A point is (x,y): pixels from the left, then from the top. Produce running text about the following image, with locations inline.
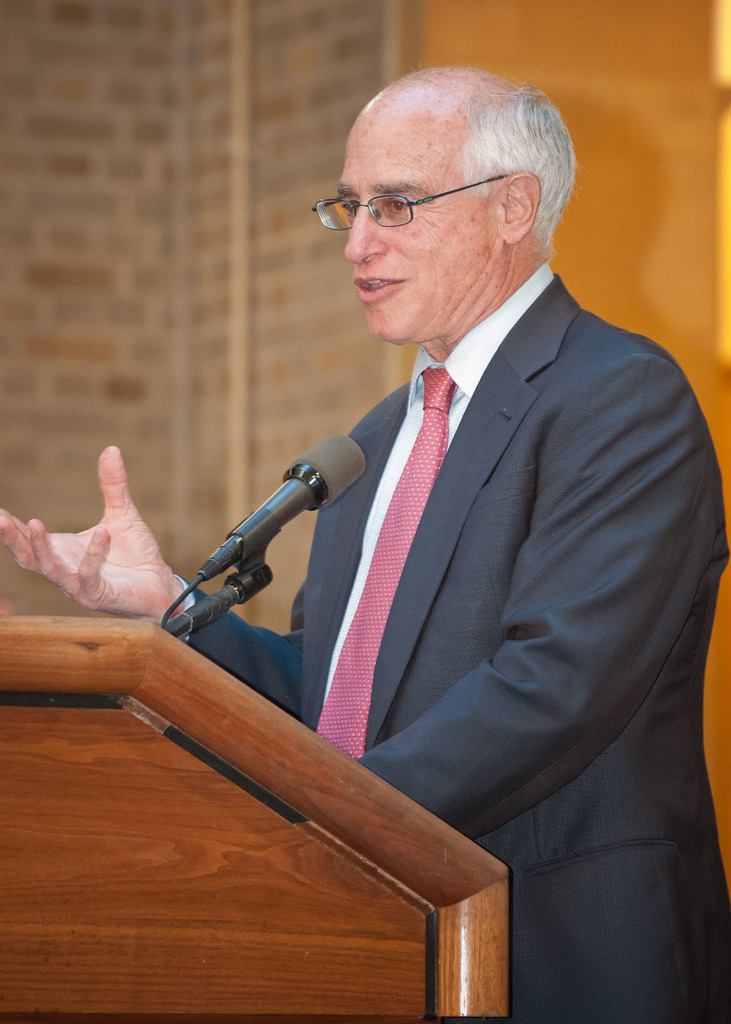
In this picture we can see a man (168,573) who is talking on the mike (350,473). He is in black color suit (562,506). He has spectacles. And this is the podium (186,855). On the background (267,236) there is a wall (174,266).
